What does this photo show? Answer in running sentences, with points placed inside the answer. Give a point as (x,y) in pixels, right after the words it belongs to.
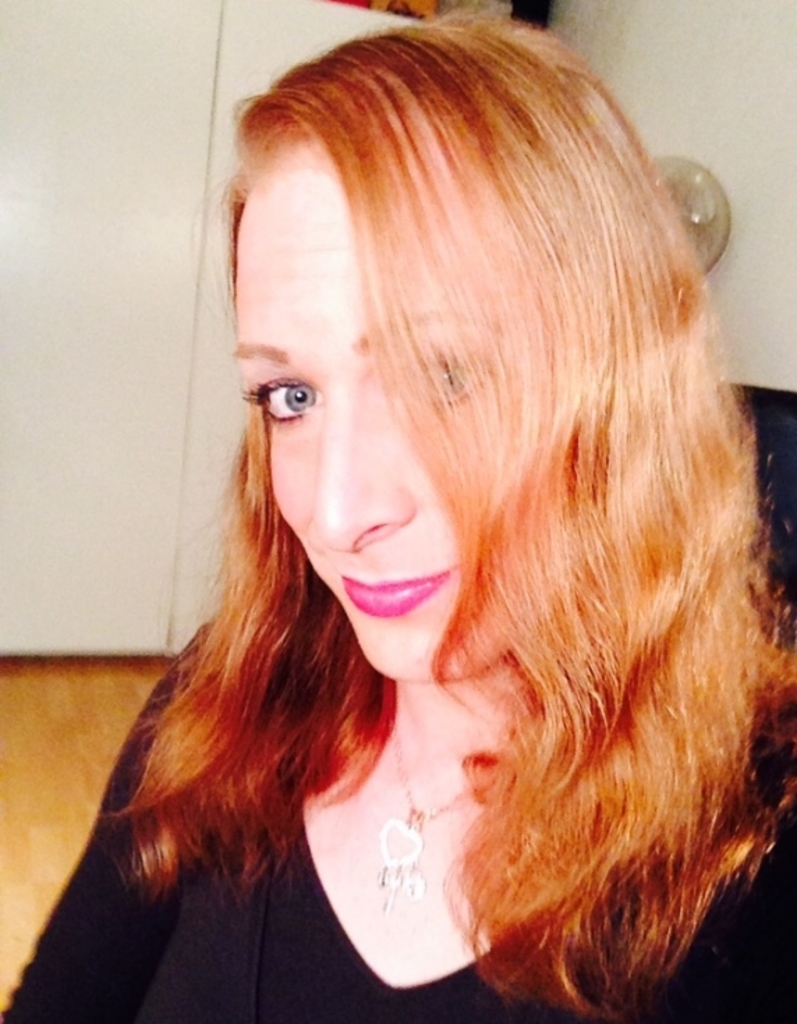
In the foreground of this image (358,506), there is a woman (377,962) wearing a black T shirt (265,948). In the background (105,401), there is a white cupboard (117,431), floor (70,736) and the wall (694,88).
